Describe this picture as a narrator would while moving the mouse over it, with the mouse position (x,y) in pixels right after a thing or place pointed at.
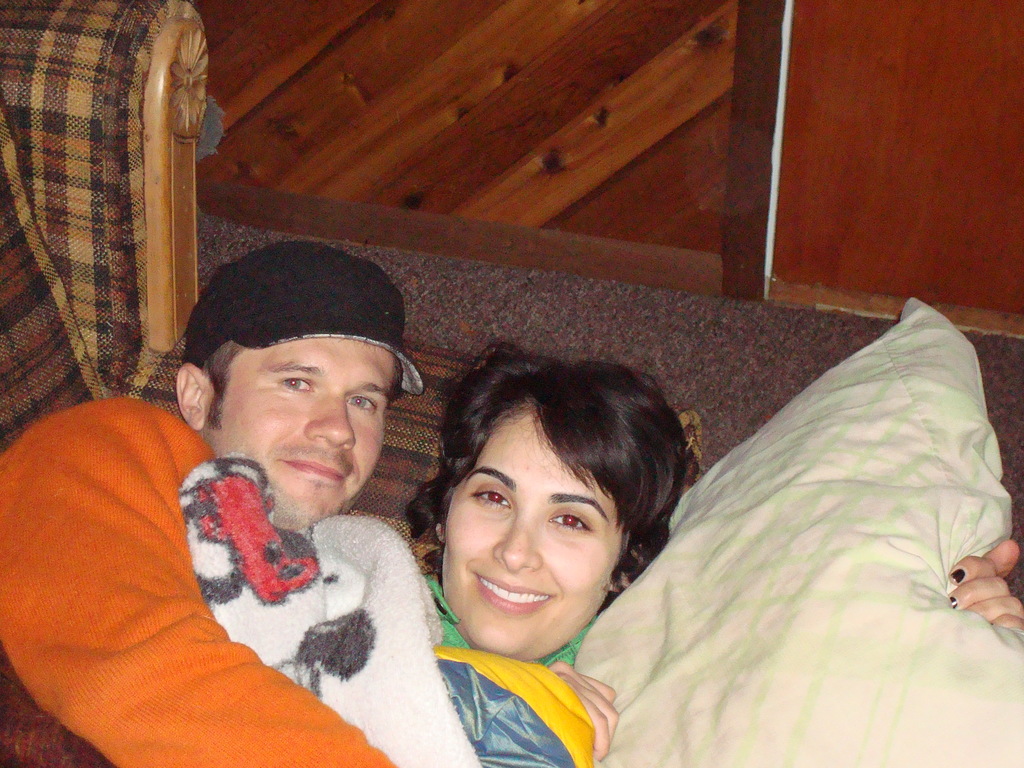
In the foreground of this picture (342,650) we can see the two persons (259,722) seems to be lying on the couch (30,240). On the right corner (863,534) we can see a pillow (857,545). In the background (511,206) we can see some other objects (497,185).
